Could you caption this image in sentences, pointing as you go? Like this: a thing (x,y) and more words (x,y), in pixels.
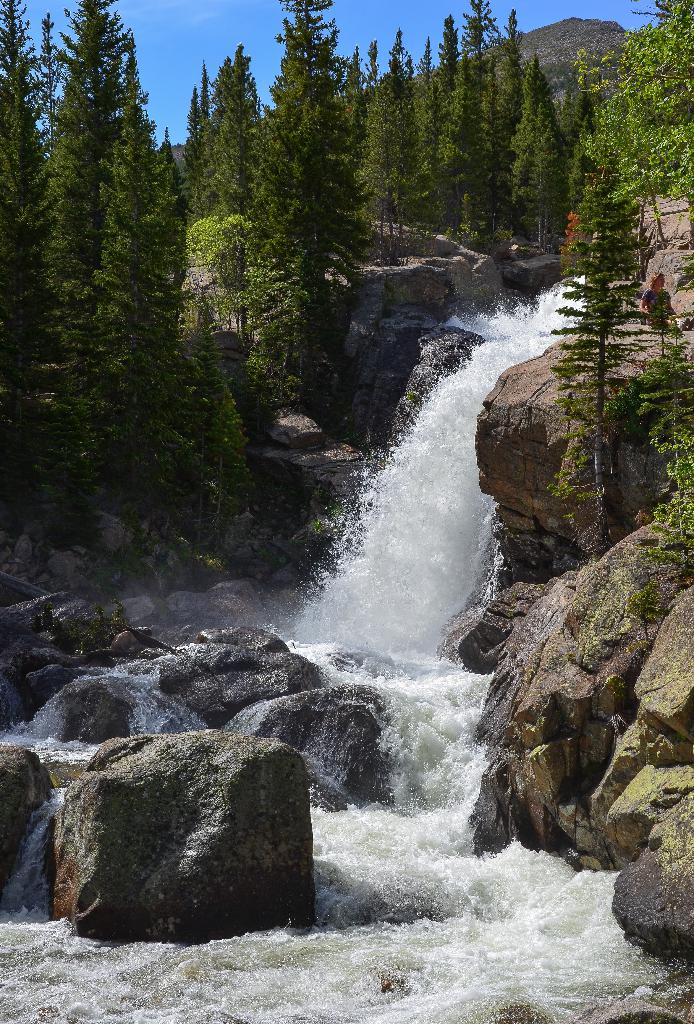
In this picture we can see the sky (208,20), rocks (565,739), trees (281,129), waterfalls (479,315). On the right side of the picture (667,287) we can see a person (662,277).
